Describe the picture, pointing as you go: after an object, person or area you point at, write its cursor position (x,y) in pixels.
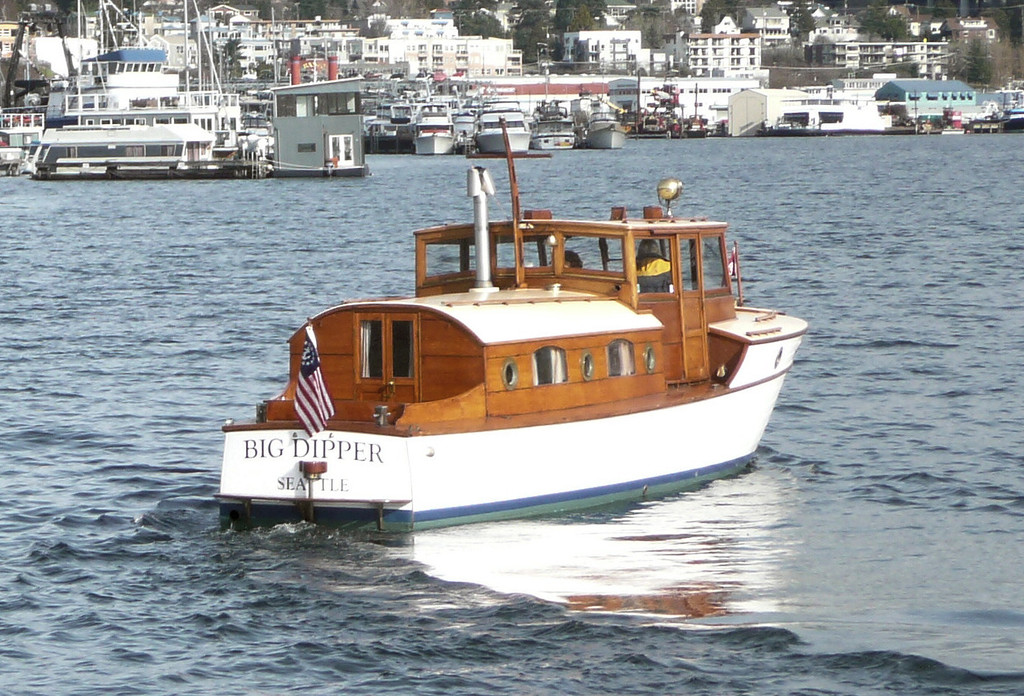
In the image there is boat (554,382) moving in the sea (840,249), behind it there are many boats (533,139) followed by many buildings (737,46) in the background (384,52).
